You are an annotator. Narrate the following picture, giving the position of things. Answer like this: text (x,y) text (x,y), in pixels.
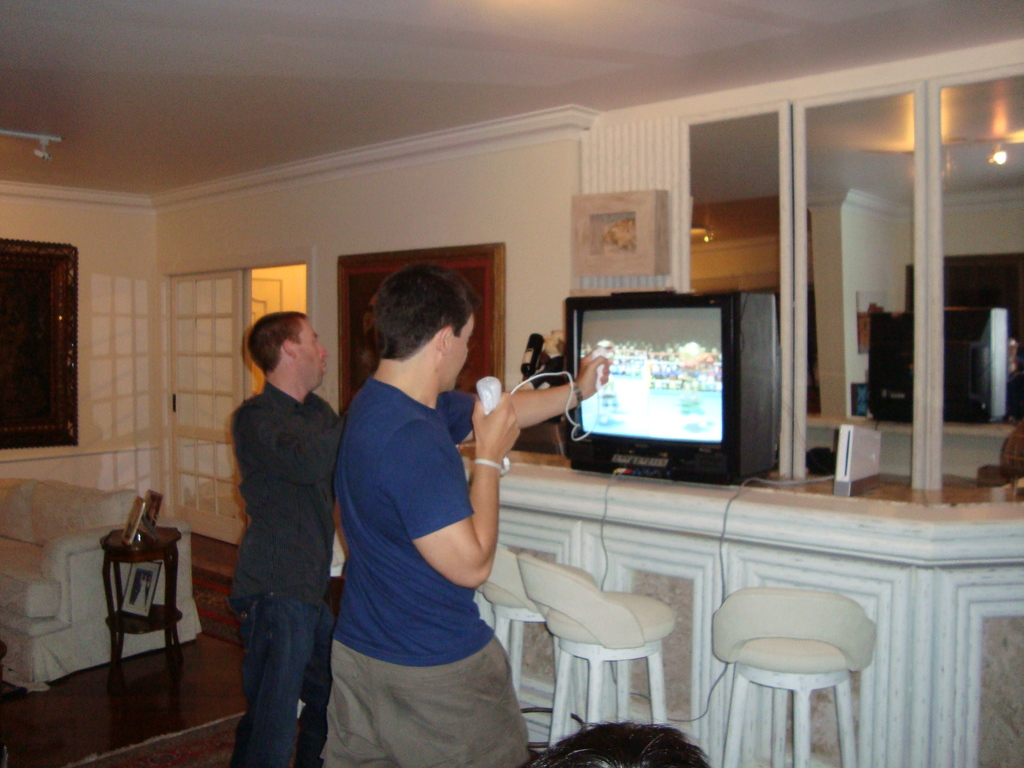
There are two men (291,342) standing and this man (453,344) holding object (485,391). We can see chairs (789,684) and sofa (79,591). We can see television (651,352) and objects (528,352) on shelf (830,496) and we can see frames (46,317) on the wall (468,226) and we can see glass (949,279), through this glass (869,277) we can see television (1004,341) and lights (990,159).
